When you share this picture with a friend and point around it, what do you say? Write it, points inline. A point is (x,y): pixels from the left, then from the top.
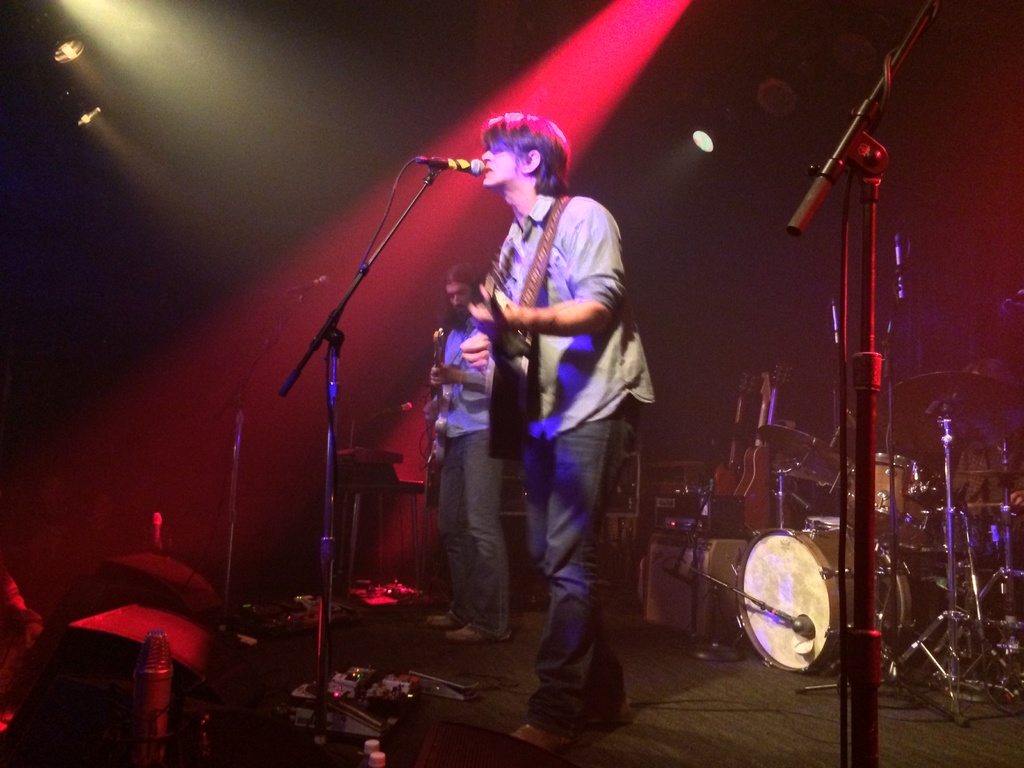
Man (524,153) playing guitar (515,355), here there is microphone (462,174) and musical instruments (805,468).
